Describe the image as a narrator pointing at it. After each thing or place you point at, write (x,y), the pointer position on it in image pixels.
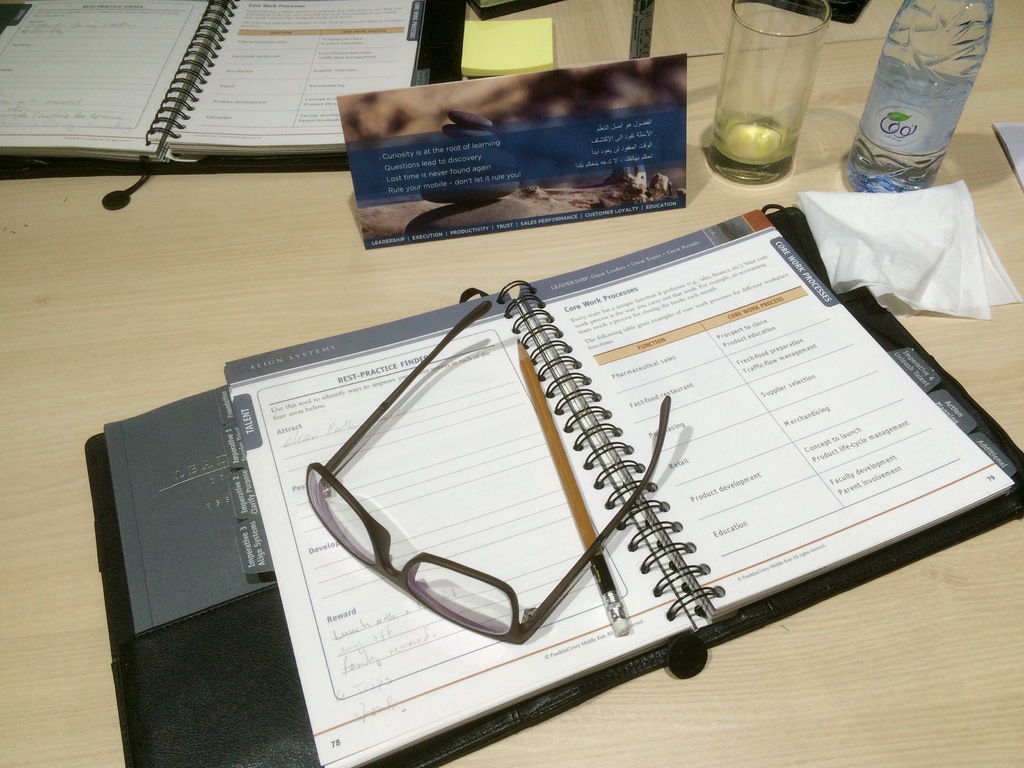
In this image there are two diaries (246,86), spectacles (477,584), water bottle (916,172), tissue (911,205), glass (795,132) and name board (512,121) on top of the table (76,581).
